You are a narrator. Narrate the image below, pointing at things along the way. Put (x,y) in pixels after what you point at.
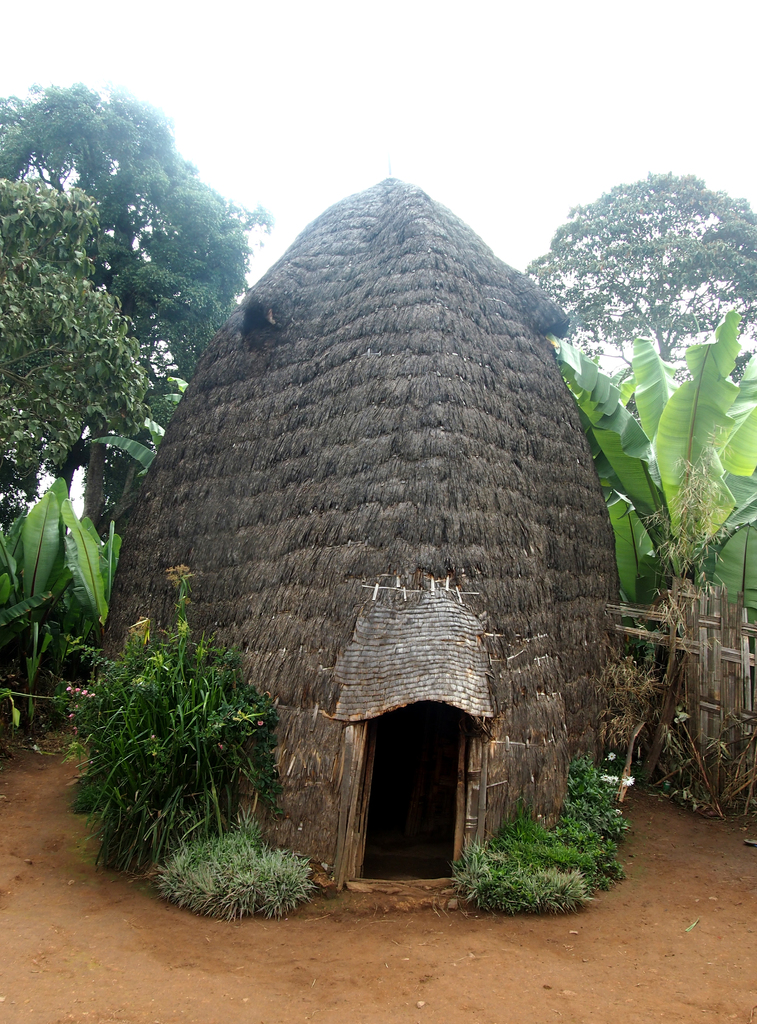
In this picture we can see a hut (258,566), plants (180,850), trees (45,244) and some objects (738,702) and in the background (601,160) we can see the sky (460,104).
